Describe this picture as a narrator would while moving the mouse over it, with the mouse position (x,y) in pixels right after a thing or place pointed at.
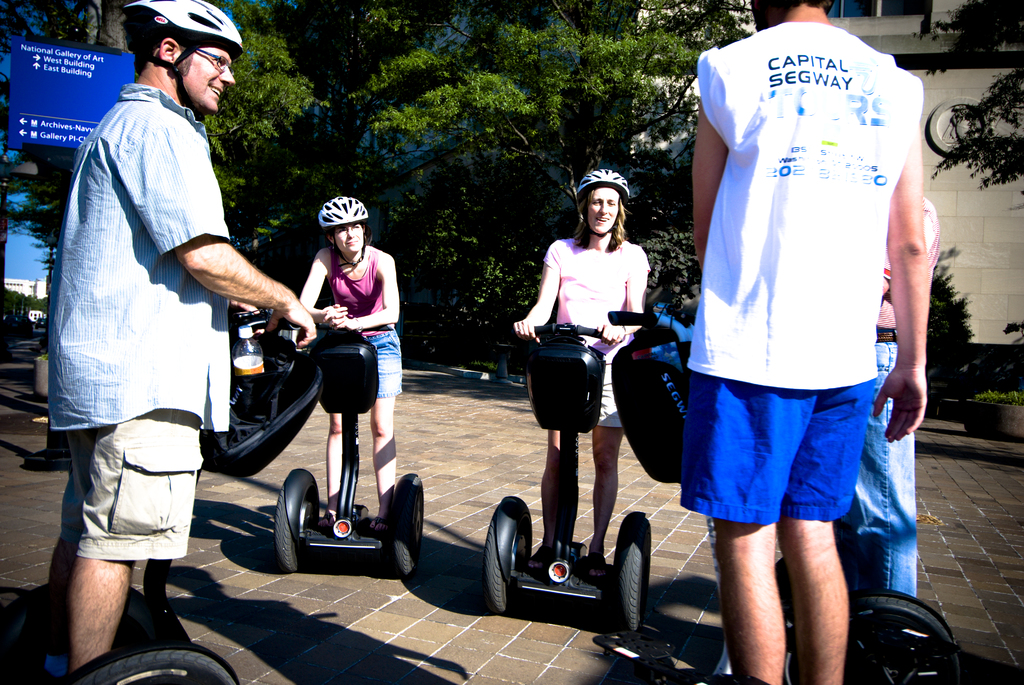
In this image there are five persons (311,324) who are standing on the hoverboard (570,534) in the circle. In the middle (556,256) there are two girls (547,266) one beside the other. On the left side (155,221) there is a man (153,212). In the background (382,69) there are trees (519,61). On the right side (962,203) there is a wall (959,204). On the left side (64,82) there is a board (54,88).
